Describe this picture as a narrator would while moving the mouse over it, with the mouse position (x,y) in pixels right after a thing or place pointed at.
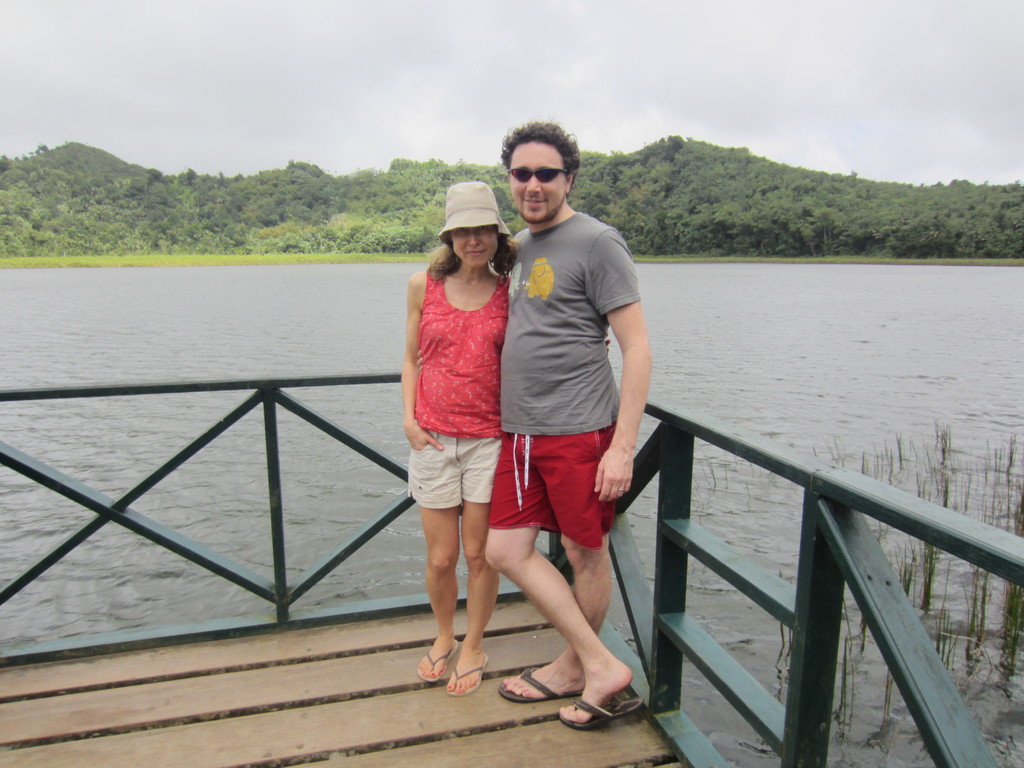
In this image we can see a male person (553,392) wearing grey color T-shirt (572,370), red color short (513,437), black color shades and female person (461,376) wearing red color top (482,396), white color short (466,442) and cap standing on wooden floor (278,687) and leaning to the fencing (317,613) and in the background of the image (97,287) there is some water (50,407), there are some trees (57,199) and top of the image (463,97) there is cloudy sky (463,97).
